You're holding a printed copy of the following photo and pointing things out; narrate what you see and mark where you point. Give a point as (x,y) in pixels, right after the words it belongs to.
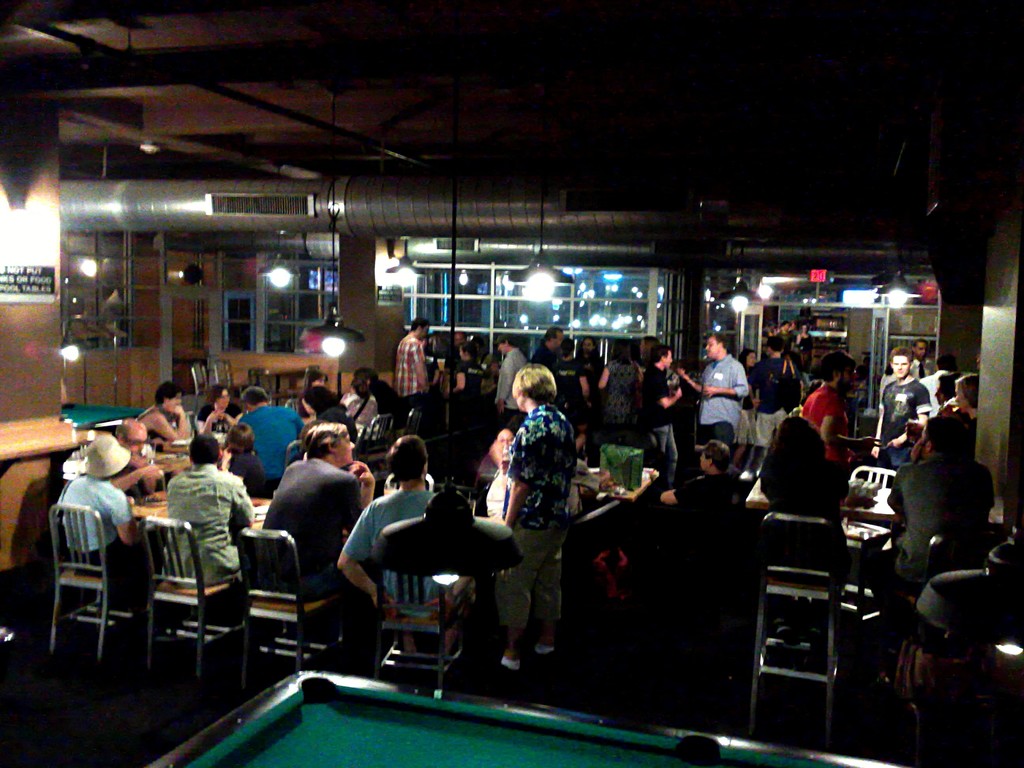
In this image i can see group of people (232,548) sitting on chairs (251,573) in front of tables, i can see few people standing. In the background (533,305) i can see few stores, few lights (595,318), ac vent (631,240), the ceiling (416,136) and few glass windows (300,301).
